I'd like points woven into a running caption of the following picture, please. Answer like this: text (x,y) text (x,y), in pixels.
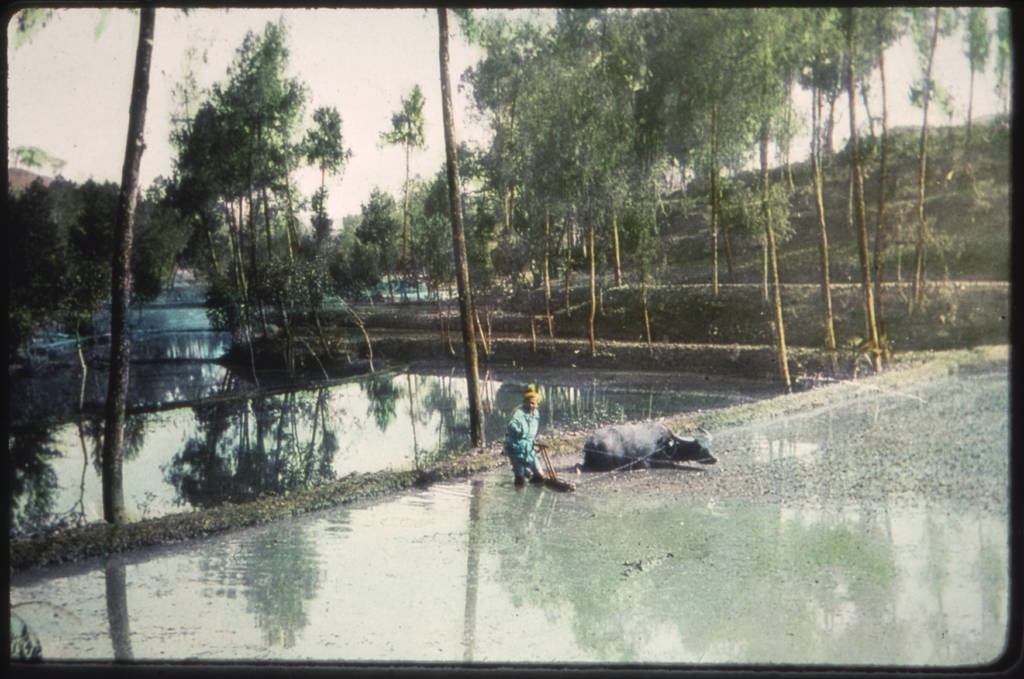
in the given picture i can see a person (535,465) and this looks like a small lake (566,471) in which i can see a buffalo (605,445) and a person (535,418) holding a wooden stick (549,457) and i can see few trees (496,143) and also i can see few other small lakes (332,407) which are available.
